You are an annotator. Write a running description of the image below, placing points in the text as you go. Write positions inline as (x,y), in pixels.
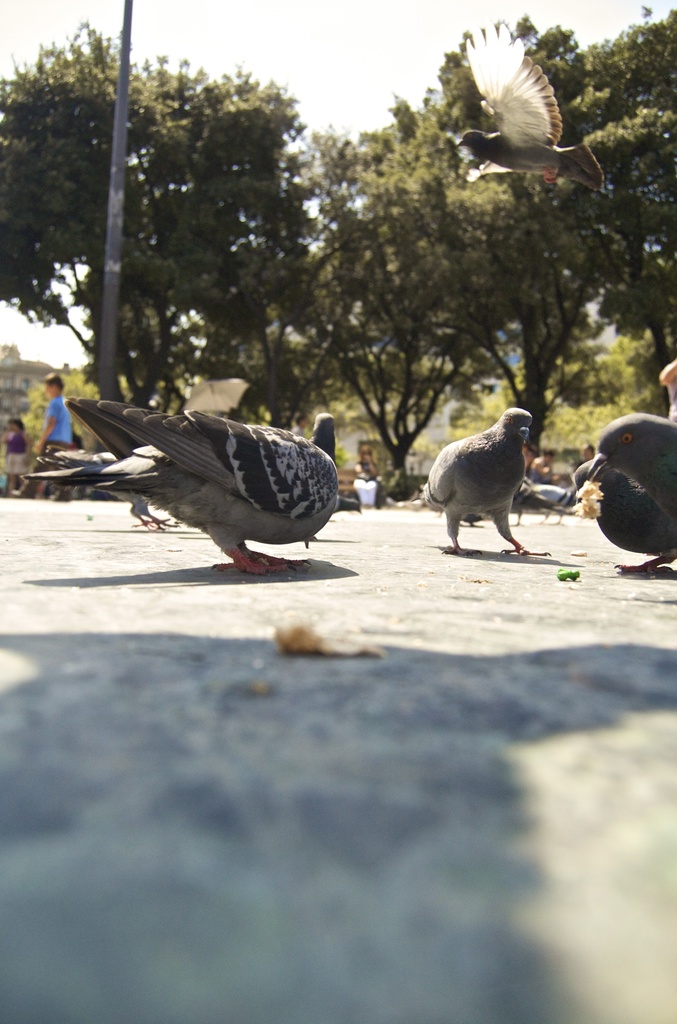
In this image we can see some birds (298,464) on the ground (101,657). In the background (506,155), we can see a bird (513,150) flying in the air (78,358), a group of people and a group of trees (139,333). At the top of the image (137,21) we can see a pole (125,17) and the sky (340,21).
